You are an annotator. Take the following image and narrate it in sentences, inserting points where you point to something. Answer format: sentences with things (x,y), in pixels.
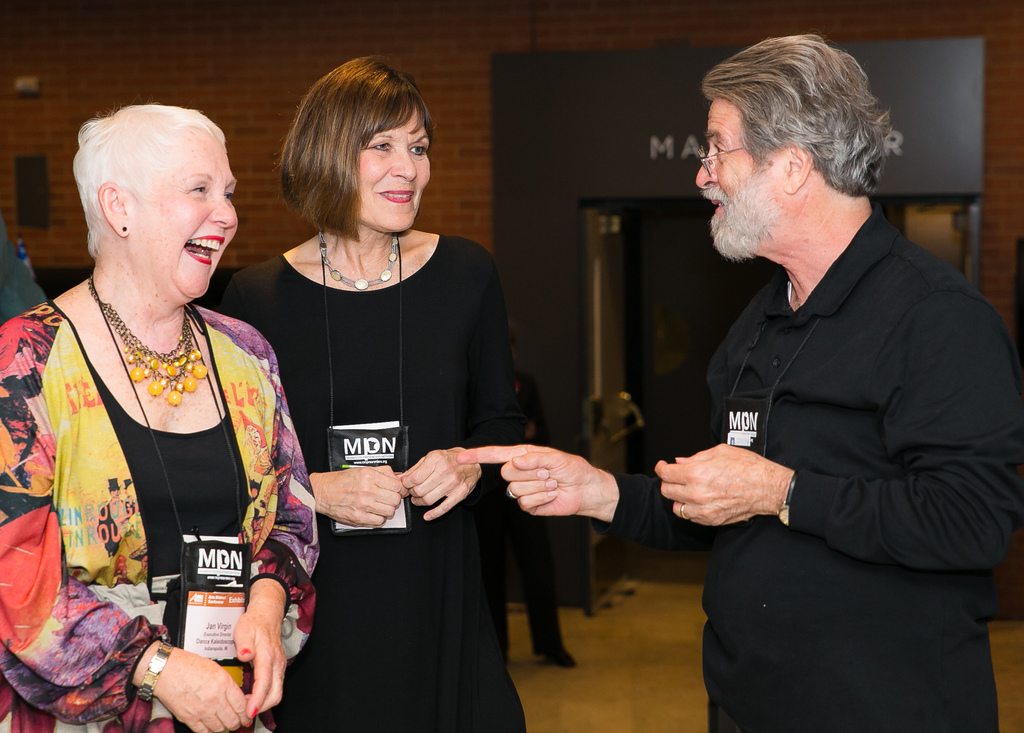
In the picture we can see a person (166,523) wearing dress (123,441) and necklace (121,332) is standing on the left side of the image (24,533). Here we can see two persons (860,397) wearing black dress (927,349) are standing and smiling. In the background (69,162), we can see the wall (548,28).
